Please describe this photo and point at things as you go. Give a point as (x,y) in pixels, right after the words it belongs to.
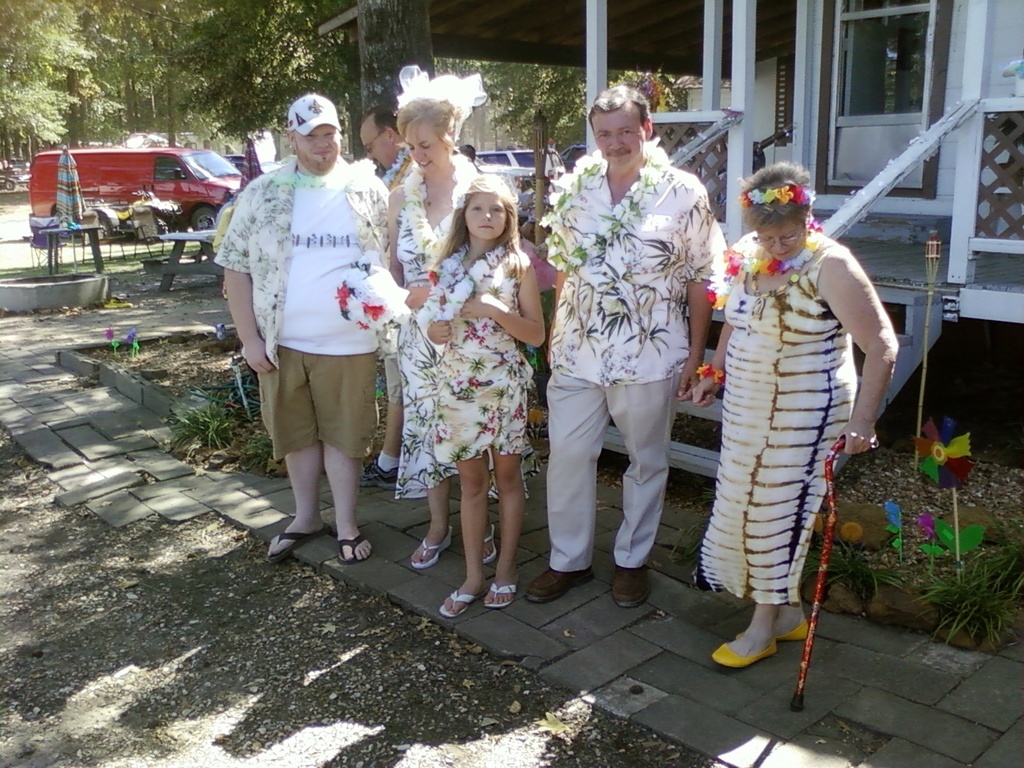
In this picture I can see few people (388,376) standing and I can see a woman (778,430) holding a stick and a cloth (453,92) on the one of the woman's head (441,115) and I can see a flower garlands (415,229) in the everybody neck (755,276) and I can see a house (880,104) and few cars (505,162) parked and trees (327,42) and a man (307,138) wore cap (318,122) on his head (306,150) and couple of tables (204,267) and a motorcycle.
